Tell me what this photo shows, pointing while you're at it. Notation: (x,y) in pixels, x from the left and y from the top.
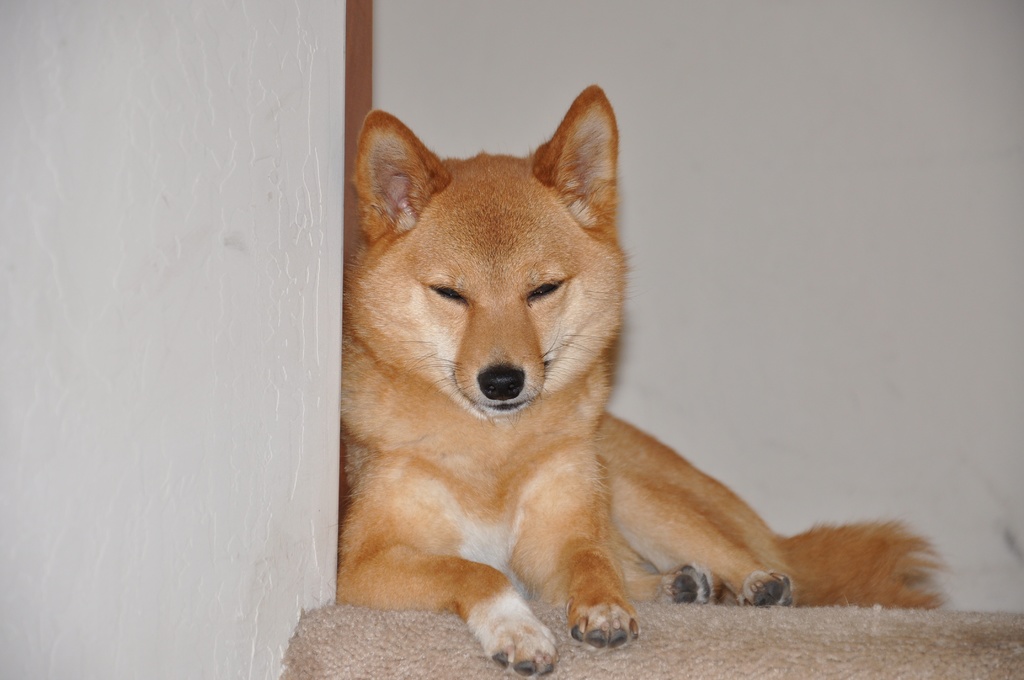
In this image we can see a dog (570,474) which is brown in color is resting on mat (597,667) and in the background of the image (974,109) there is a wall (711,11).
